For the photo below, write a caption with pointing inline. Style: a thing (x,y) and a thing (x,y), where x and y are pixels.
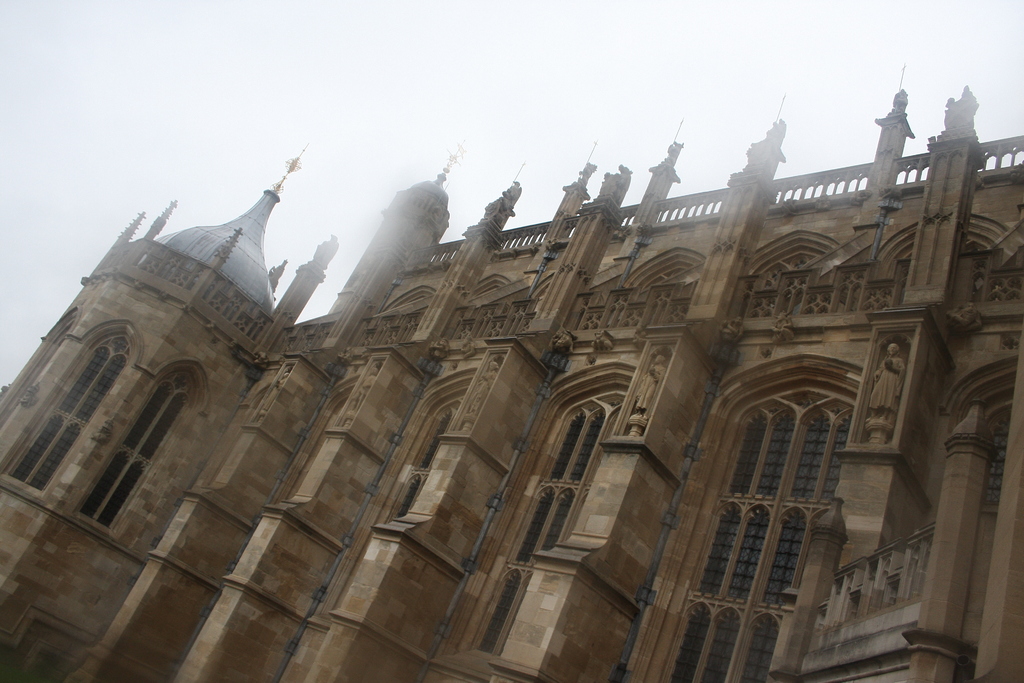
In the picture we can see a historic church building (732,567) which is brown and black in color and top of it, we can see a cross (300,158) and in the background (434,118) we can see a sky (948,68).
